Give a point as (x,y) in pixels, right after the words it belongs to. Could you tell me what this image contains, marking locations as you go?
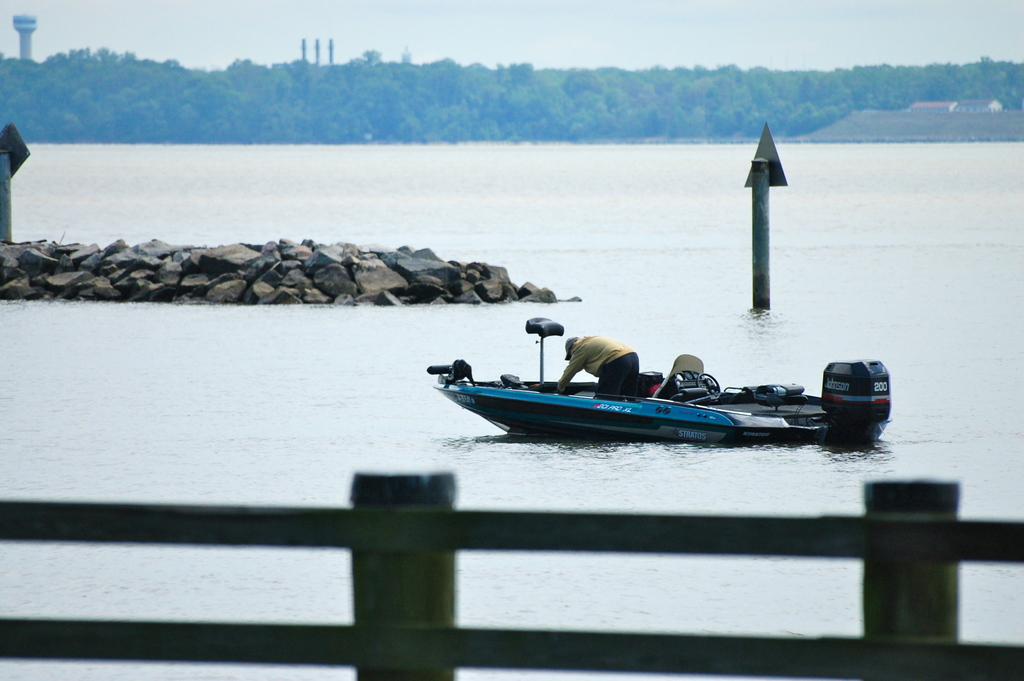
In this image we can see a boat (583,425) on the water (578,444), there are some stones (276,282), trees (322,112), houses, fence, poles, boards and a tower (17,26), in the background (628,6), we can see the sky (651,27).
